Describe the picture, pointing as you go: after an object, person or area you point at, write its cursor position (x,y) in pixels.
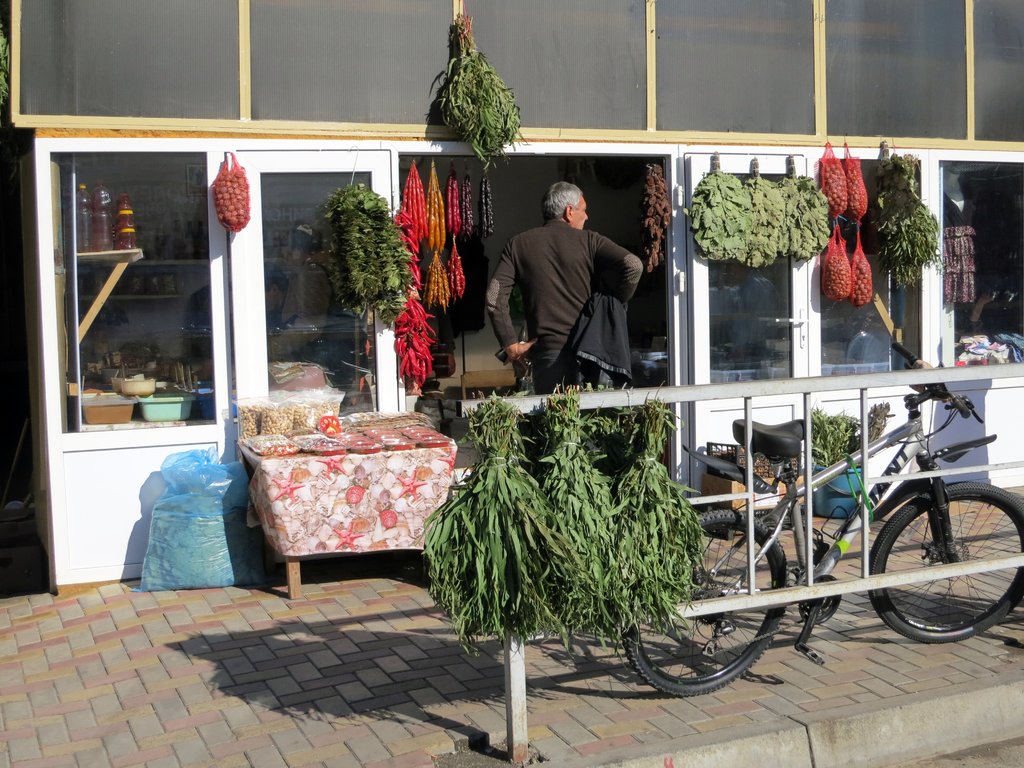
In the center of the image (543,291) there is a man (548,306) standing at the door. On the right side of the image (904,618) we can see vegetables (911,223), windows (877,254), cycle (916,502) and clothes (966,348). On the left side of the image (84,3) we can see table (384,520), bottles (109,231), windows (200,331) and some leaves (336,240). In the foreground (592,482) we can see vegetables (591,559) and fencing (950,474).
